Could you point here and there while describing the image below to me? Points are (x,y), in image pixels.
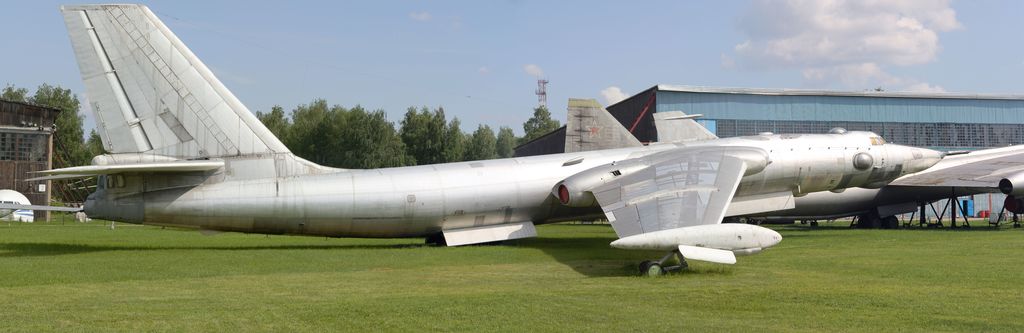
In this image we can see aeroplanes (399,213) on the grass (371,313) on the ground (410,319). In the background (5,164) there are trees (69,131), buildings (43,160), poles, objects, tower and clouds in the sky (492,81).
